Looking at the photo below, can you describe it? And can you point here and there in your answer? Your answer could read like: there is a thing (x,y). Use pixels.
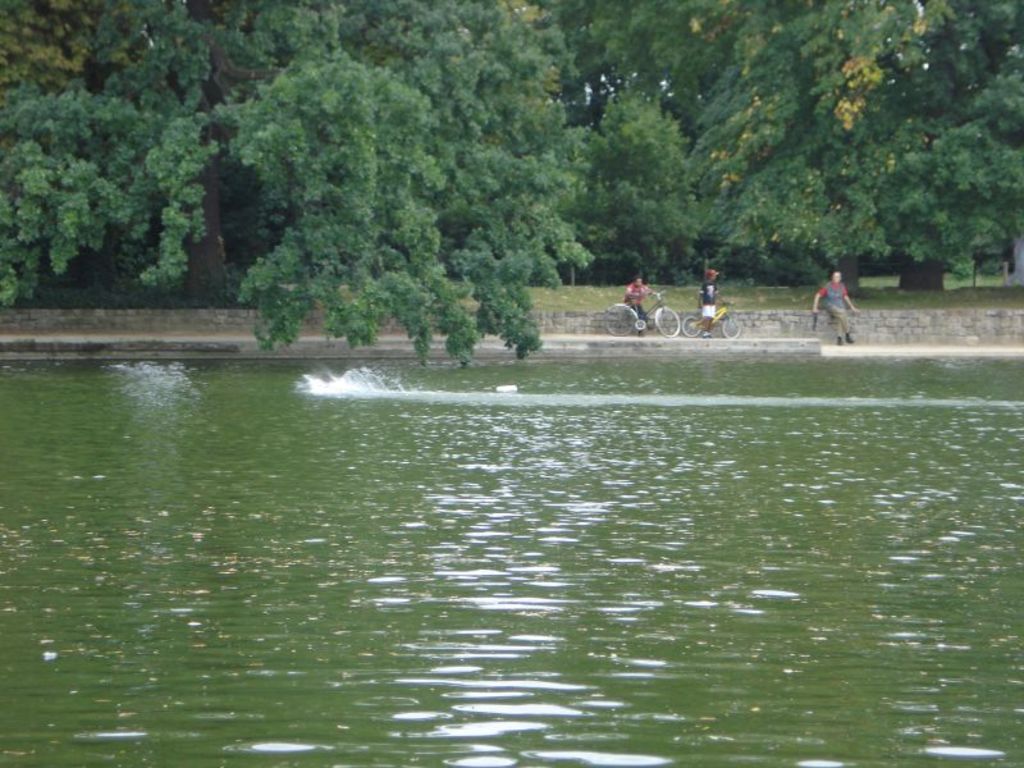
As we can see in the image there is water (309,615), trees (456,143), grass (619,291), three people (642,288) standing over here and bicycles (662,321).
